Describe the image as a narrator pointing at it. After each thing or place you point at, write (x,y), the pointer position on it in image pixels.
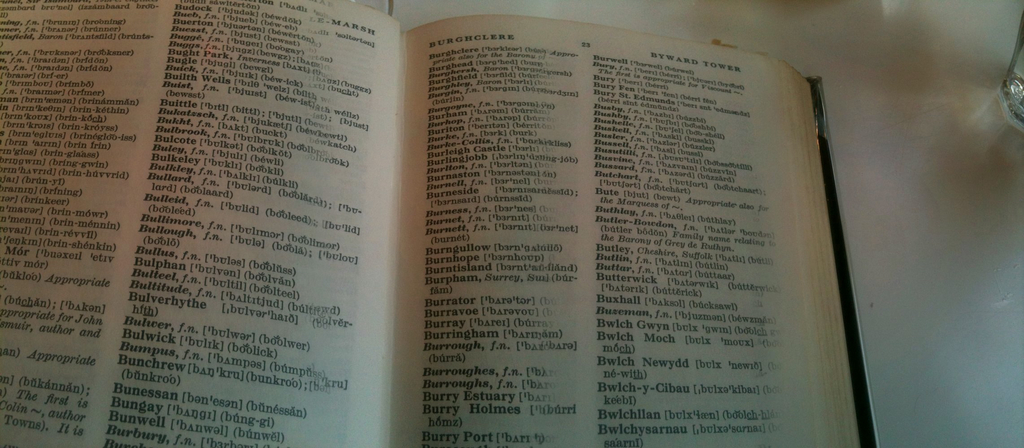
In this image we can see an open book (483,151) placed on the table (872,198). In the background (1005,92) we can see a glass tumbler (1009,106).
